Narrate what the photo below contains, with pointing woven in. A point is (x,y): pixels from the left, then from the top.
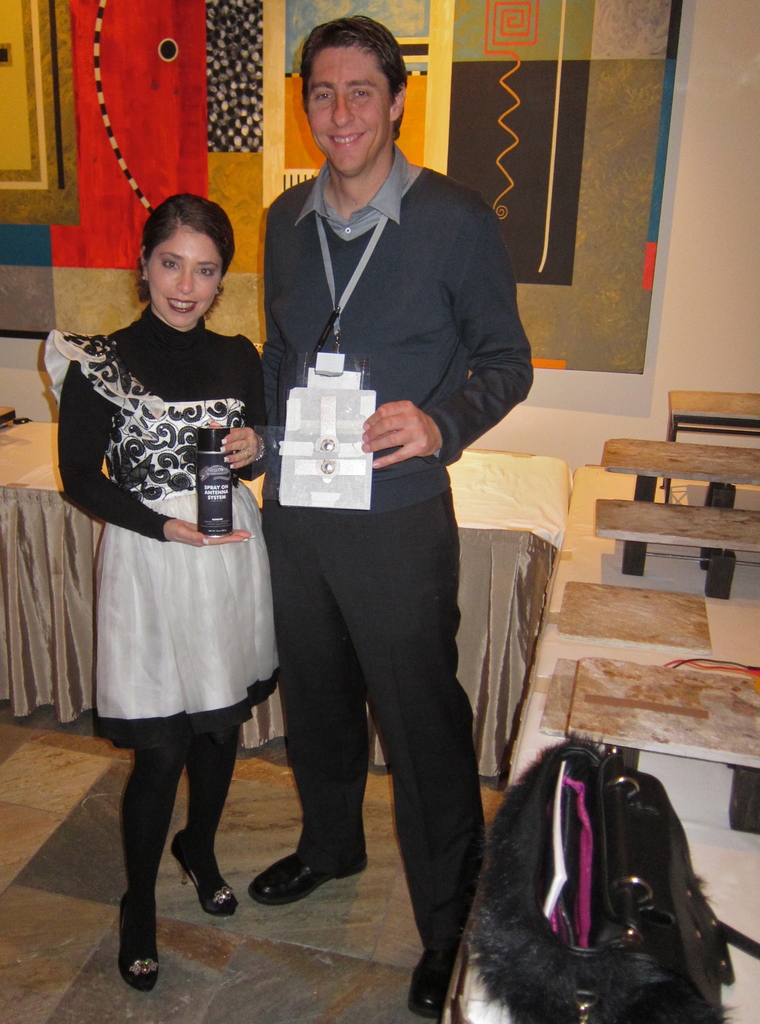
In this image i can see a man (297,562) and a woman (174,774) standing, the woman (188,476) is holding a bottle (212,437) in her hand (175,525) and the man (420,446) is holding some object (344,459). In the background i can see the wall (550,246), a table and few clothes (25,588).
